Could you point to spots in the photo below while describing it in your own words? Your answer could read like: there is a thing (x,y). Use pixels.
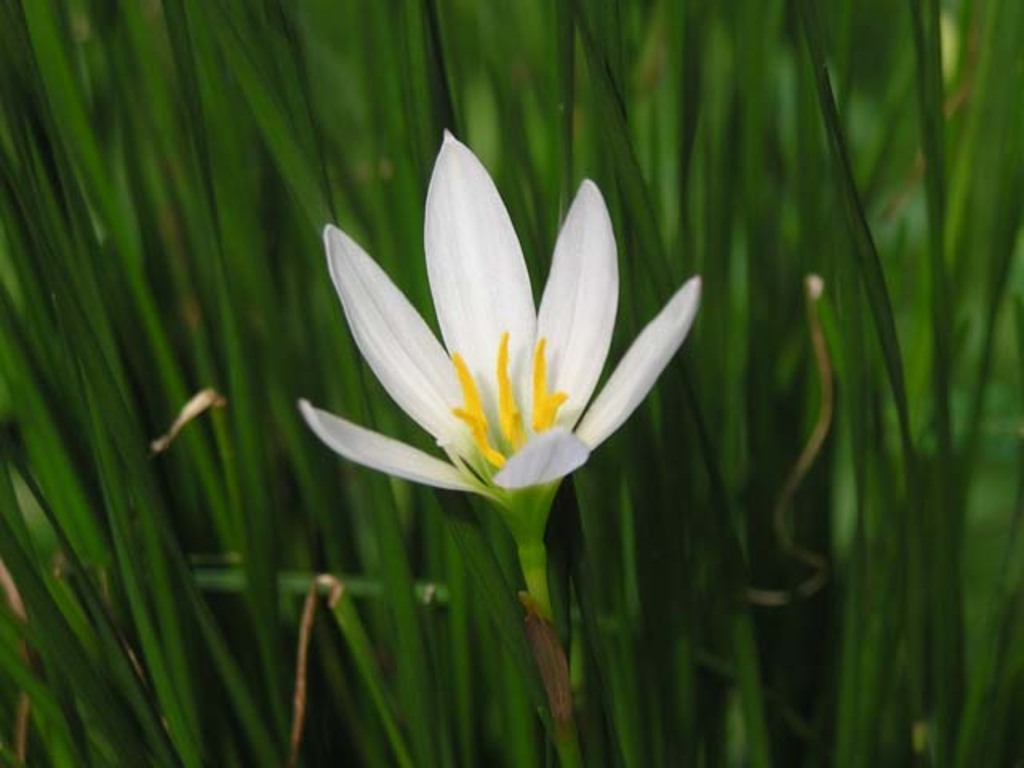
In this picture we can see a white color flower (587,332) and some leaves (600,177), we can see petals (481,341) and pollen grains (504,400) of the flower (497,387).
